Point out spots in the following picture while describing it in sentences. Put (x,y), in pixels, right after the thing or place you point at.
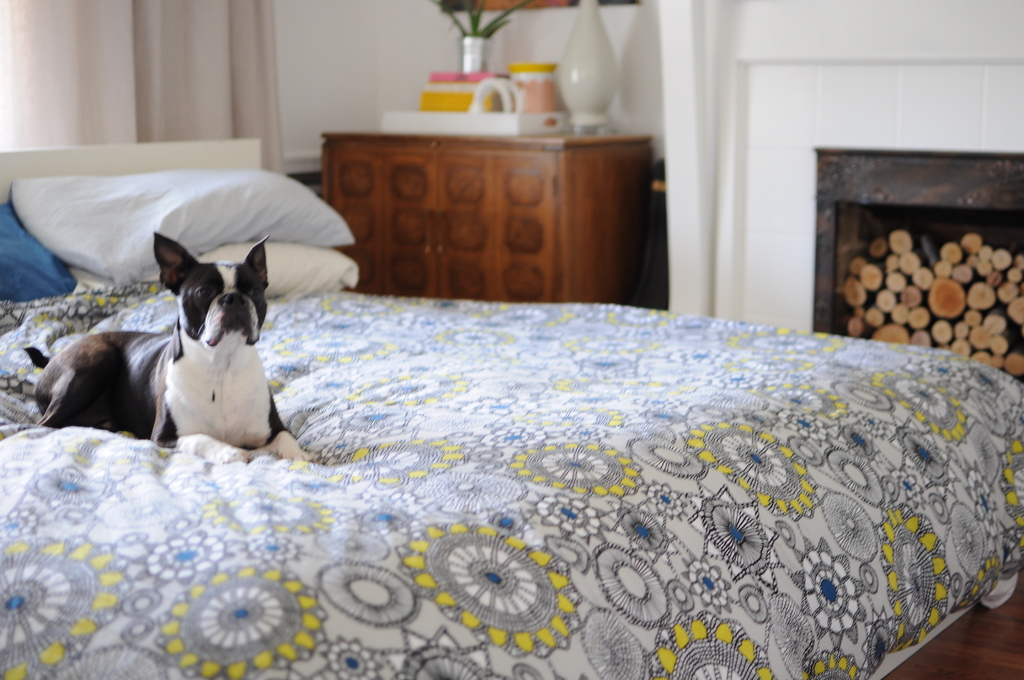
In this image there is a bed (288,339) and pillows (296,279) on which there is a dog (267,436) to the right side (962,291) there are fire wood (943,287) and flower vase (580,68) and a tray (471,120). In the middle (412,280) there is a cupboard (435,215). At the background (287,112) there is a curtain (136,16) and a wall (349,23).
